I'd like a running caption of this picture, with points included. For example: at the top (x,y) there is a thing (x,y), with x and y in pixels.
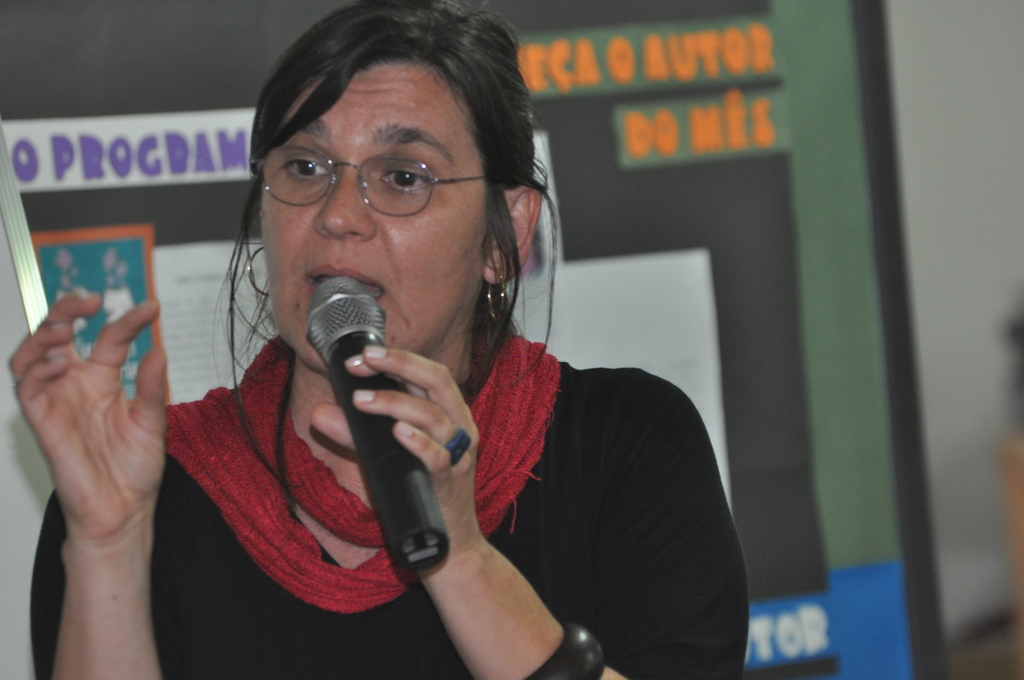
In this image I can see a woman (426,88) standing and holding a mike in her hand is talking. I can see a board (736,93) behind her with some posters (611,300) and with some text (629,54). The background (748,96) is blurred.
